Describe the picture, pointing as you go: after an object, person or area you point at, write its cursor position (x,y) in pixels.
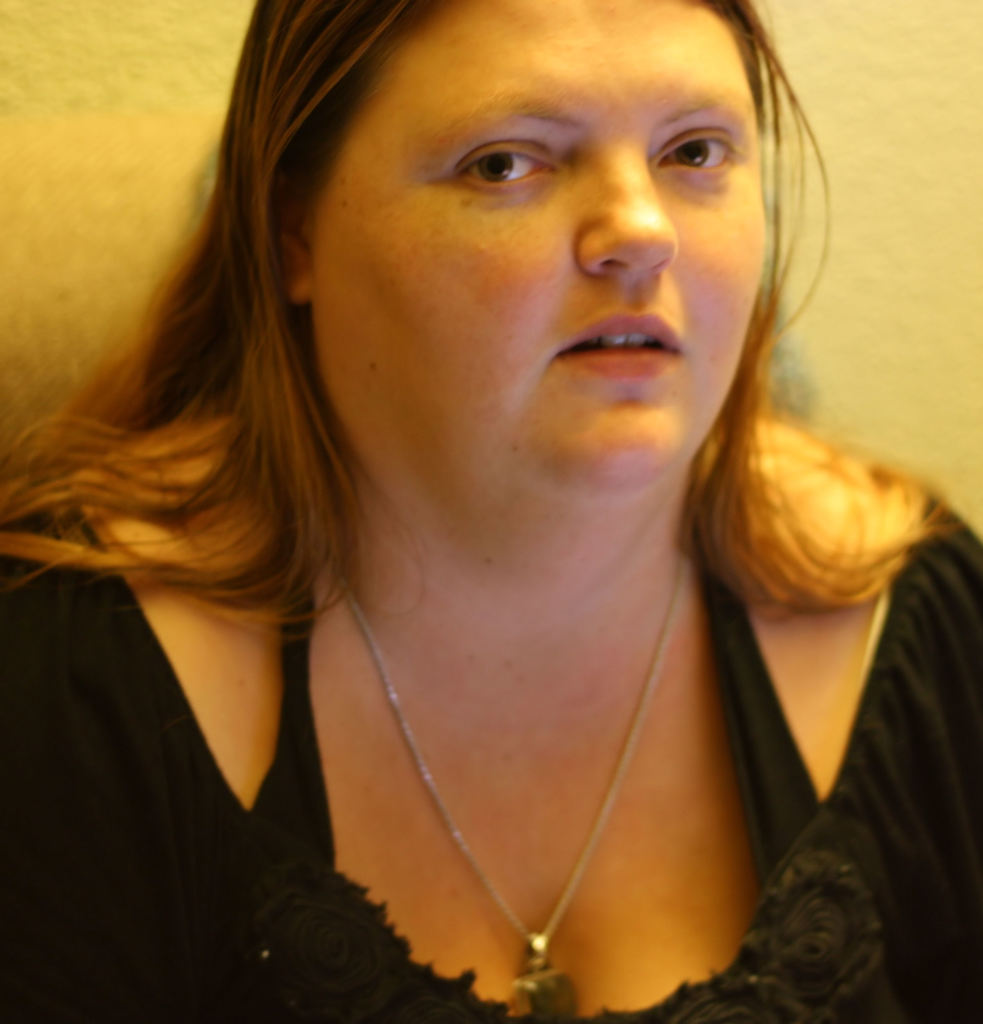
In this image in the foreground (312,559) there is one woman (501,767) who is wearing a black dress (892,748), and in the background (202,100) there is wall (876,178).
